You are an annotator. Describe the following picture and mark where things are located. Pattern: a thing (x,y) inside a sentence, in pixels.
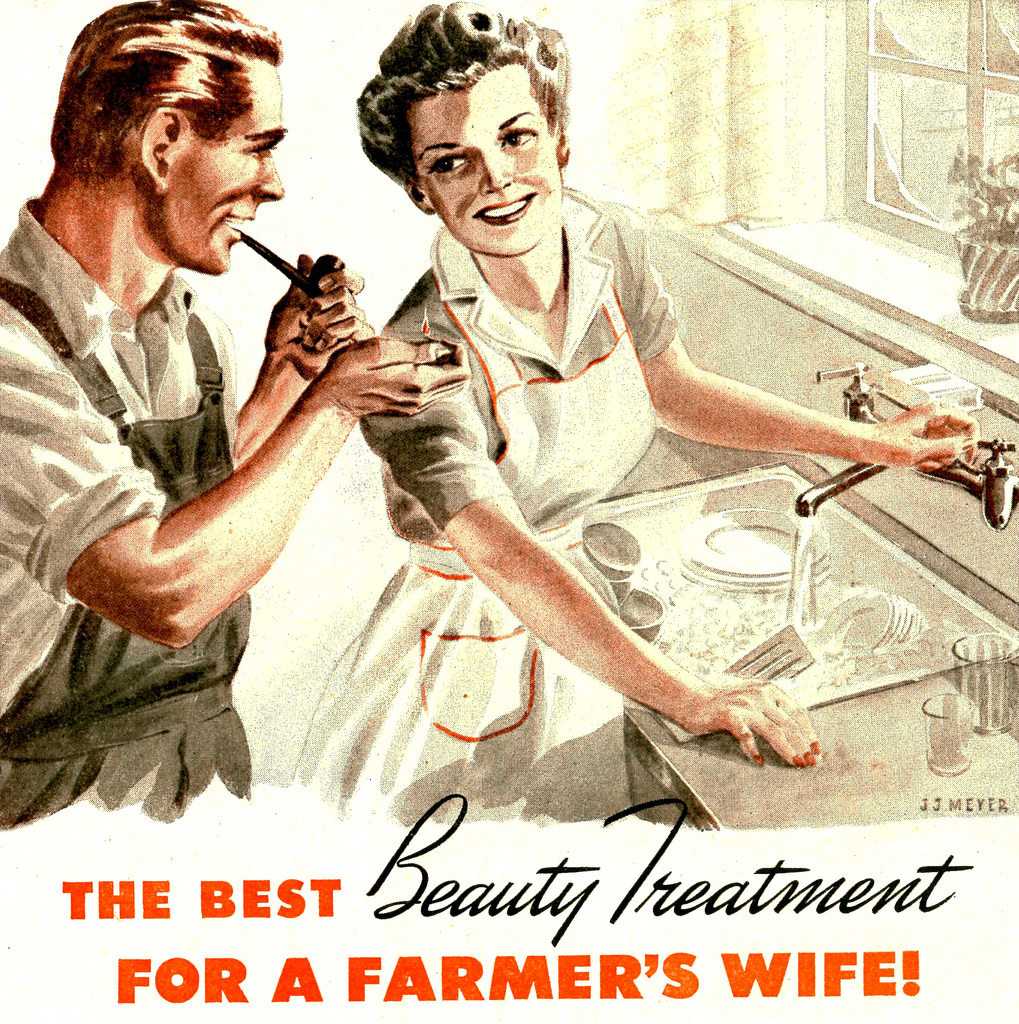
In this image, there is an advertisement (753,90) about beauty treatment. There are two persons (548,394) standing and wearing clothes (178,464). The person (468,486) who is in the middle of the image (451,486) holding a tap (815,510) with her hand (928,450). There is a window (958,94) in the top right of the image (957,188).
